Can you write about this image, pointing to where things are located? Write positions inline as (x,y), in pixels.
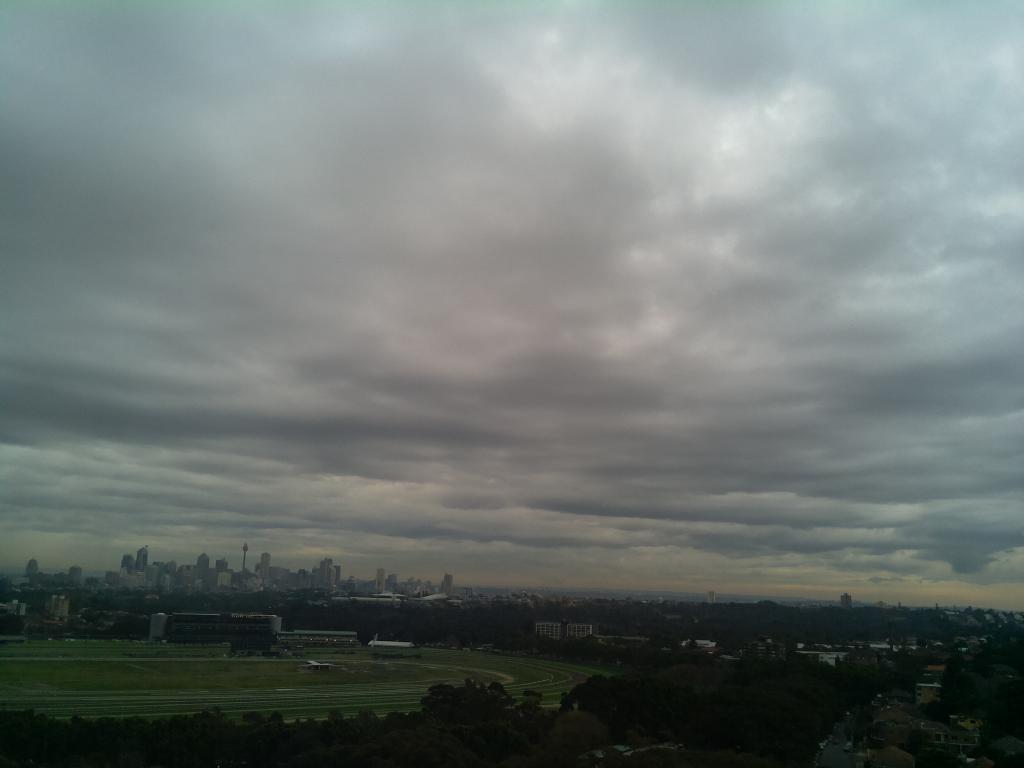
At the bottom of this image (426,655), there are trees (504,746), buildings (333,635) and grass (153,677) on the ground (144,671). In the background (685,523), there are clouds (499,358) in the sky (556,82).
